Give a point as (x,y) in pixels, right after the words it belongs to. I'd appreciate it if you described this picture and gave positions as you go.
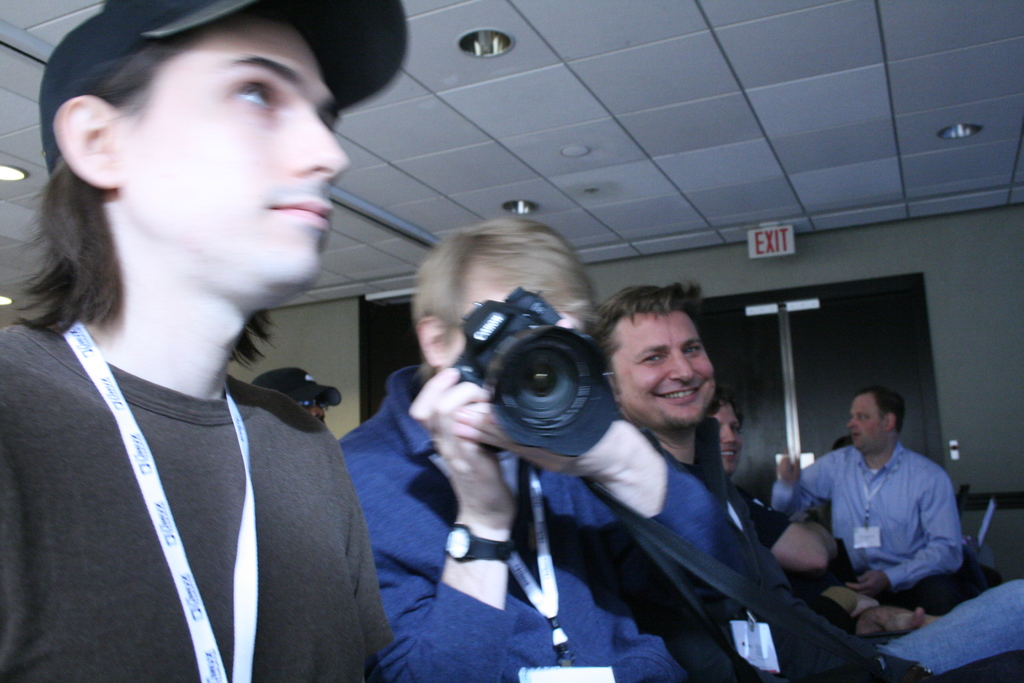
In this image I see many men (735,432) in which this man (436,481) is holding the camera (487,377) and these 2 (703,368) are smiling. In the background (746,264) I see the wall (980,230) and the ceiling (807,217) and I see a exit board (780,254) over here.
